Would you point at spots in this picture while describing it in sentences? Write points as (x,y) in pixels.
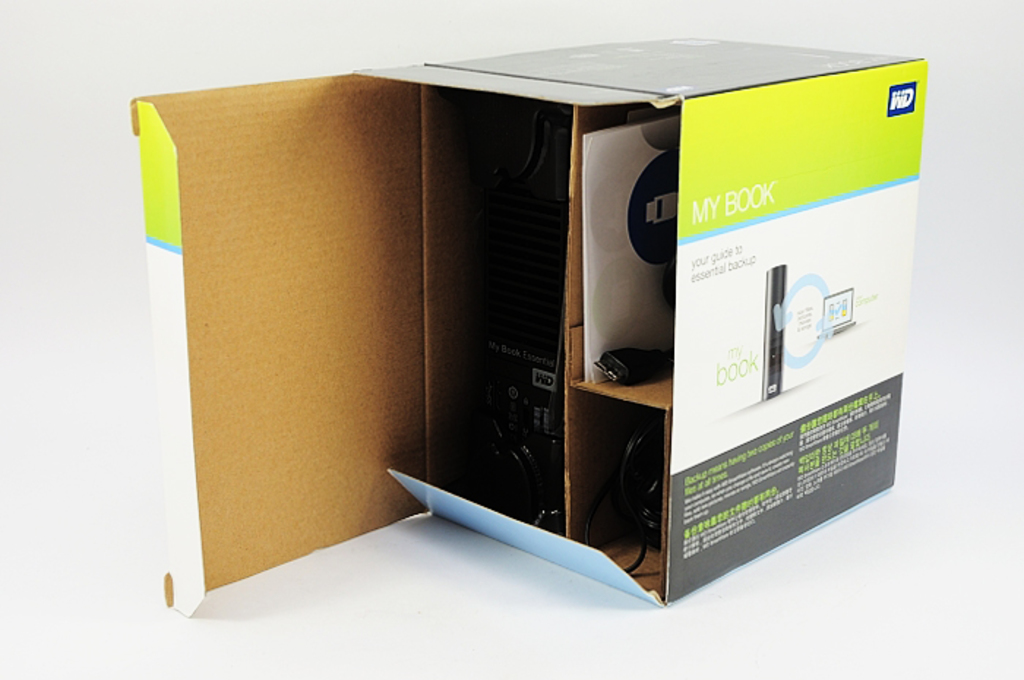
In this image we can see a box (559,98) with some device (489,155) in it.
